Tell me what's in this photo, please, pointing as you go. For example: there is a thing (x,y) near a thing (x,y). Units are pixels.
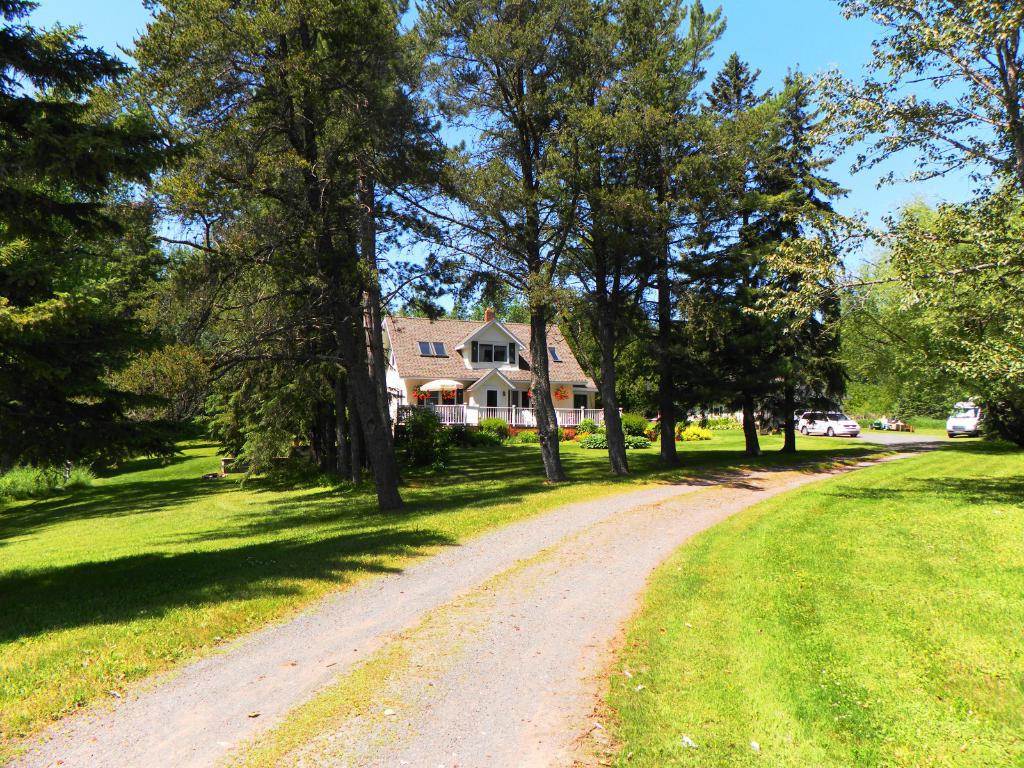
In the image in the center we can see few vehicles (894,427) on the road (332,686). In the background (680,42) we can see the sky (886,32), trees (635,383), grass (504,491), plants (417,435), building (506,389), wall (417,383), roof (445,356), door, fence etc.
